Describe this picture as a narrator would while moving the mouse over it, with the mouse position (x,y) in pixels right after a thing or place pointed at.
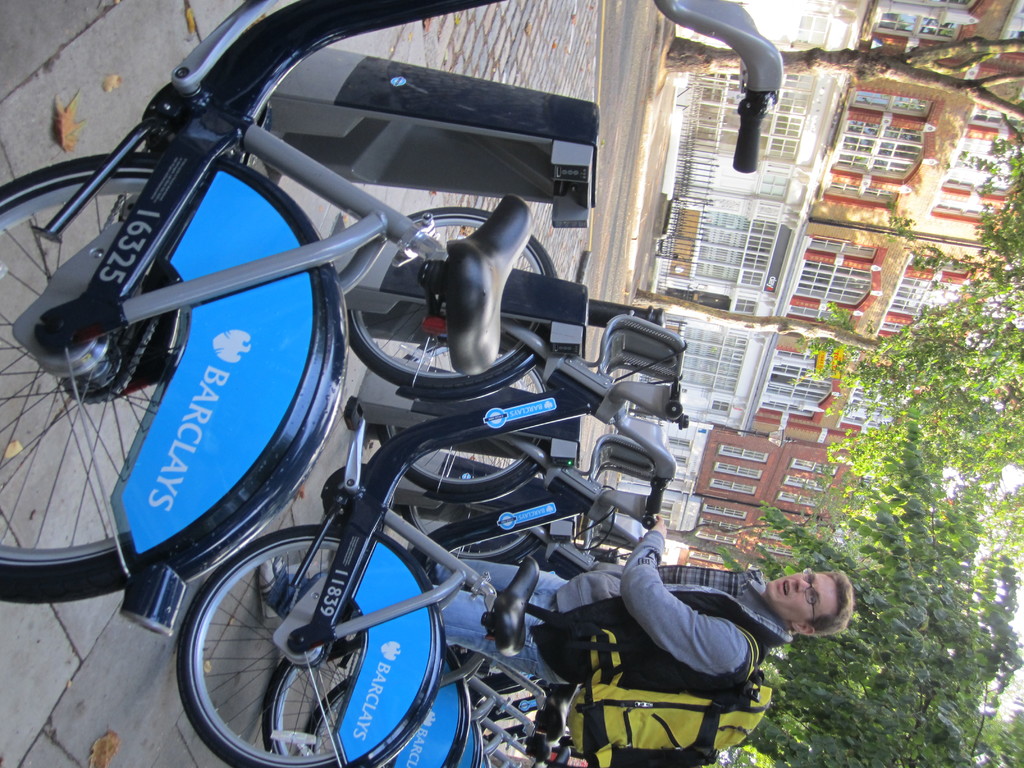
In this image there are so many bicycles (176,495) parked on road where a person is standing wearing a backpack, beside them there are trees (927,477) and building (841,195).
